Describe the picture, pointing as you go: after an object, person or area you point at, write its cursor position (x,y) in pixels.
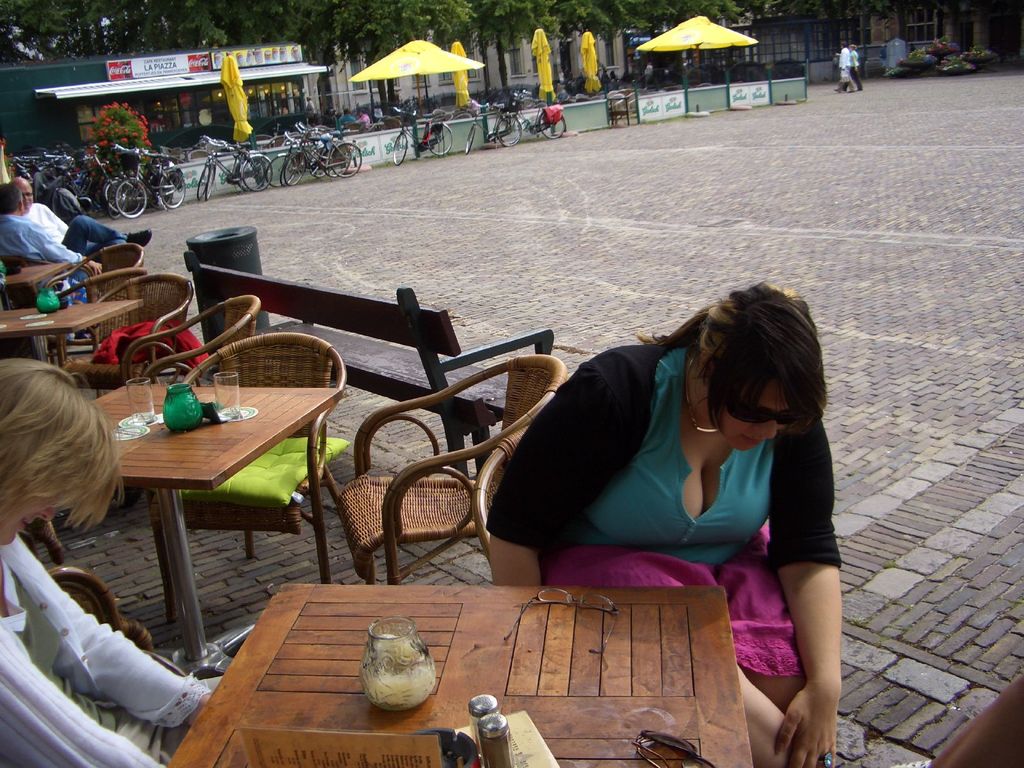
In this picture these four persons (37,395) are sitting on the chair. A far these two persons (846,82) are walking. We can see Chairs (472,452) and tables (222,460). On the table (234,433) we can see glasses (141,405). On the chair (310,467) we can see pillow (279,481). This is floor (533,201). We can see bicycles (325,155). There is a tree (116,135) with flower (119,135). On the background (324,19) we can see trees (534,26). There is a building (884,21). This is shed (181,84) and these are tents (663,49). this is plant (949,54).
